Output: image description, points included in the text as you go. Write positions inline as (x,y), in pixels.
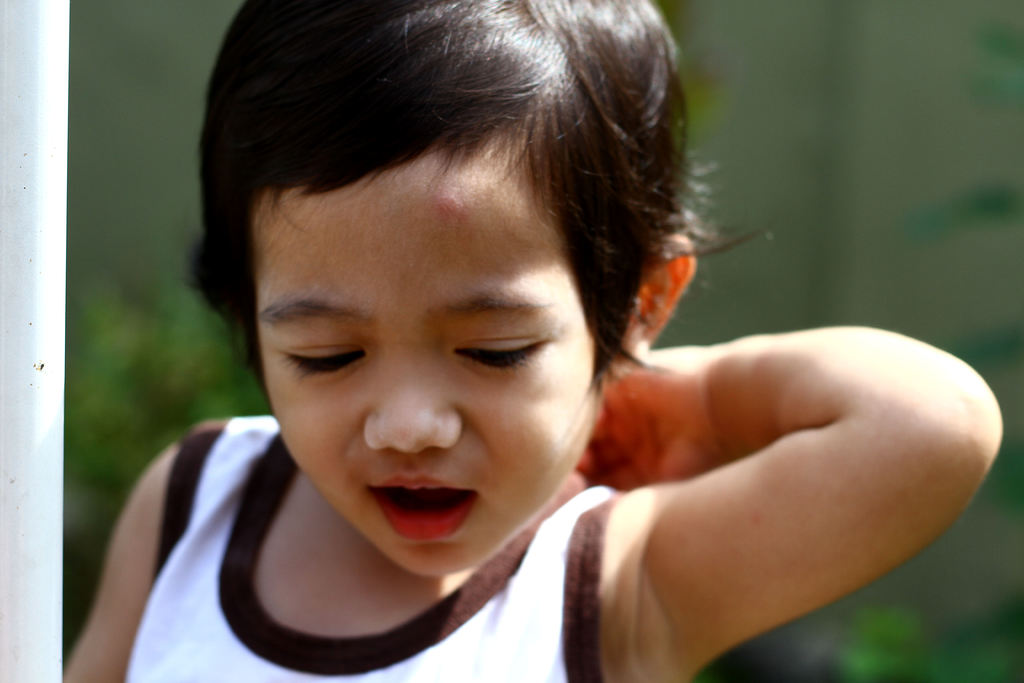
In this image we can see a child (498,375).
